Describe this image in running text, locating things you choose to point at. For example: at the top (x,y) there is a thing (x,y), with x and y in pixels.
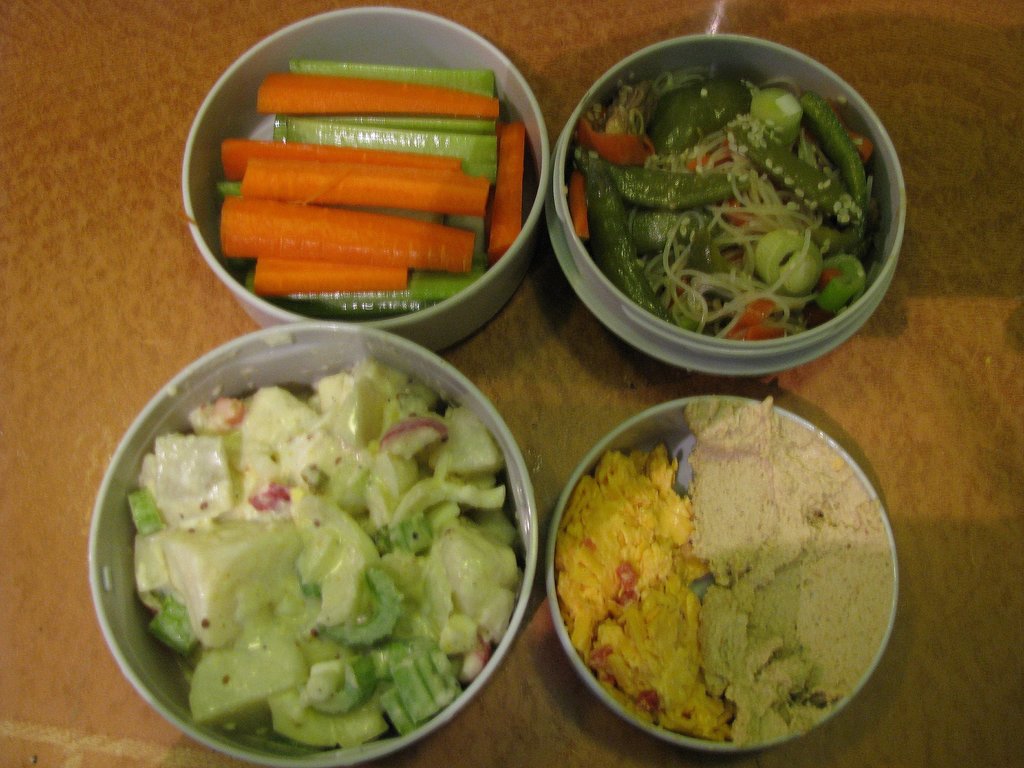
In this image we can see three bowls (656,510) with food items (725,521) and a bowl (401,181) with vegetables (383,175).
